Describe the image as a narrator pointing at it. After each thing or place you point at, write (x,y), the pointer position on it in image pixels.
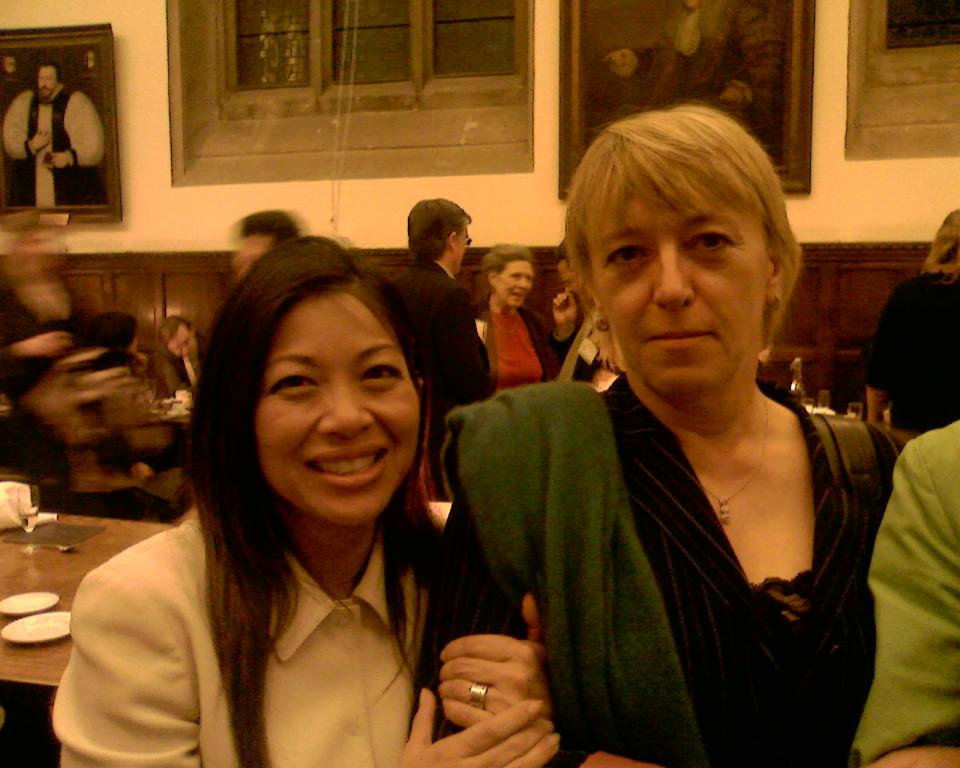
This image is taken indoors. At the bottom of the image (556,677) two women (773,678) are standing on the floor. At the top of the image (236,182) there is a wall (841,176) with windows (907,64) and picture frames (623,104). In the background (11,618) there a few tables (41,646) with many things (829,405) on it. A few people (132,339) are sitting on the chairs (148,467) and having food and a few (448,313) are standing and talking.
